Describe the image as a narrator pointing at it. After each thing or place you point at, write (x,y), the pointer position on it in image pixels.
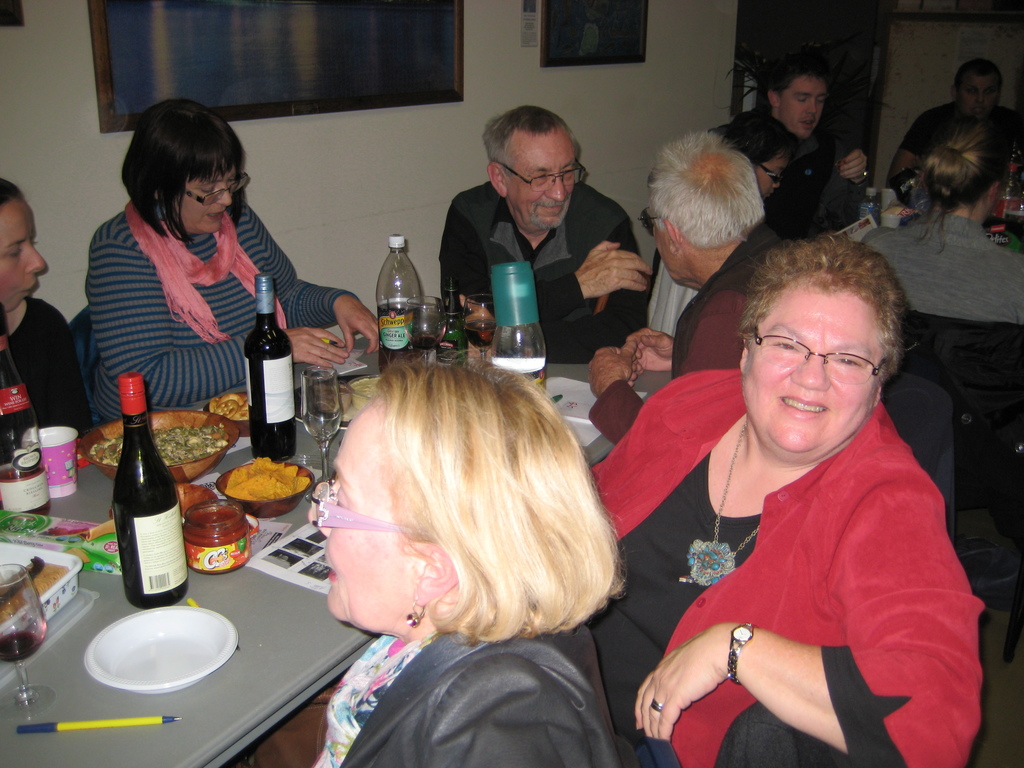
Here we can see some persons (577,469) are sitting on the chairs (1023,523). This is table (126,711). On the table (217,467) there are bottles (22,396), glasses (487,311), bowls (199,494), plates (151,619), and a cup (61,475). In the background (450,181) there is a wall (540,12) and these are the frames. And this is floor (1009,688).
